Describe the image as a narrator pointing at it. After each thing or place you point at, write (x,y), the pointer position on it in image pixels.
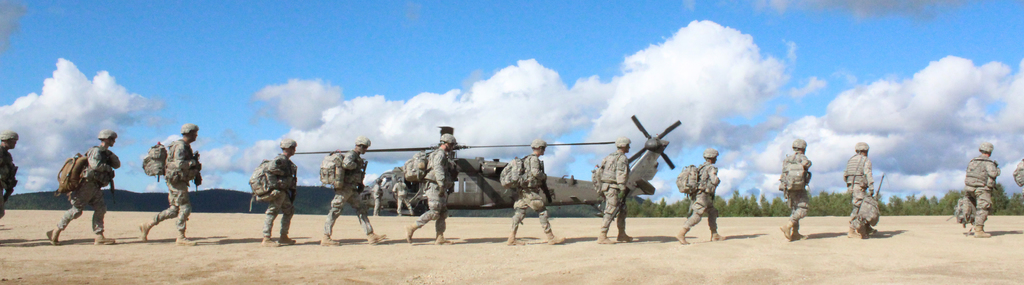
In this image we can see men (267,227) wearing uniform (622,184) and walking in a row on the sand (496,276), helicopter (582,184), trees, hills (212,194) and sky (528,118) with clouds (1000,146) in the background (509,153).
